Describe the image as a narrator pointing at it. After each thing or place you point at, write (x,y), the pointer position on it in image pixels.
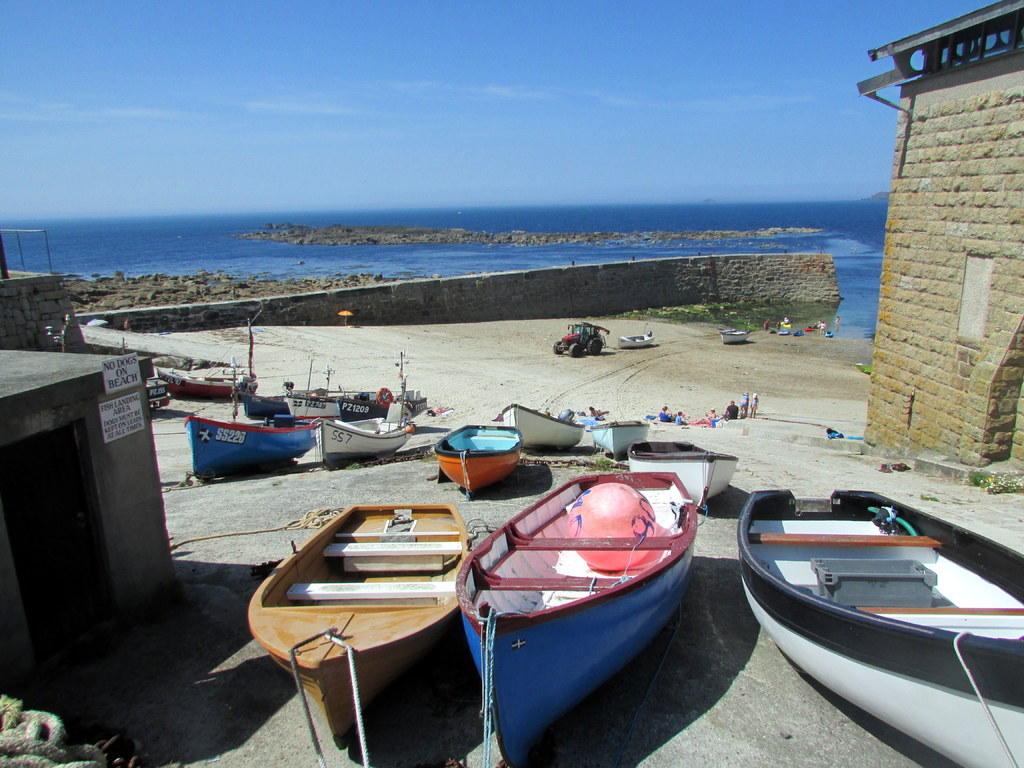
In this image we can see many boats (517,420) on the land (667,431). There are few people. On the left side (22,454) there is a room (57,447) with a door (80,513). On the room (91,406) there are posters (105,377). On the right side (906,291) there is a brick wall (933,300). In the back (290,300) there is a wall (526,277). Also there is water (252,253). Also there are rocks (171,276). In the background (342,104) there is sky (437,117) with clouds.
